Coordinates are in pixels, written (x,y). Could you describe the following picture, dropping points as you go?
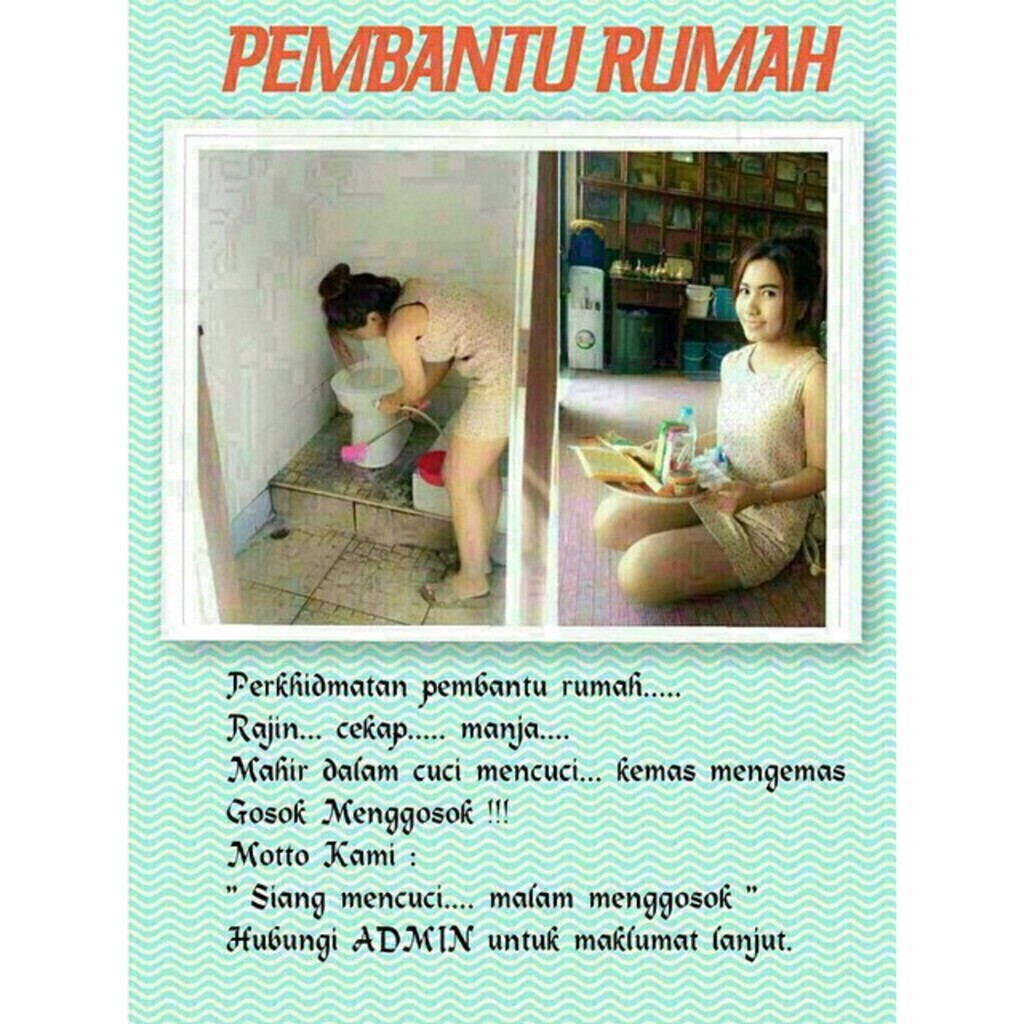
This is an edited image with the collage of two images. On the right (765,393) there is a woman (792,420) holding a tray (648,497) of some objects (678,456) and sitting on the ground (818,593). In the background (697,173) there are many number of objects (754,198) placed in the cabinets (671,230) and there is a table (678,285) on the top of which some items (675,264) are placed. On the left (339,296) there is a woman (428,319) holding an object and standing on the ground (467,612). In the background (377,382) we can see a toilet seat (390,383) and a wall (411,177) and there is a text (356,683) on the image.
